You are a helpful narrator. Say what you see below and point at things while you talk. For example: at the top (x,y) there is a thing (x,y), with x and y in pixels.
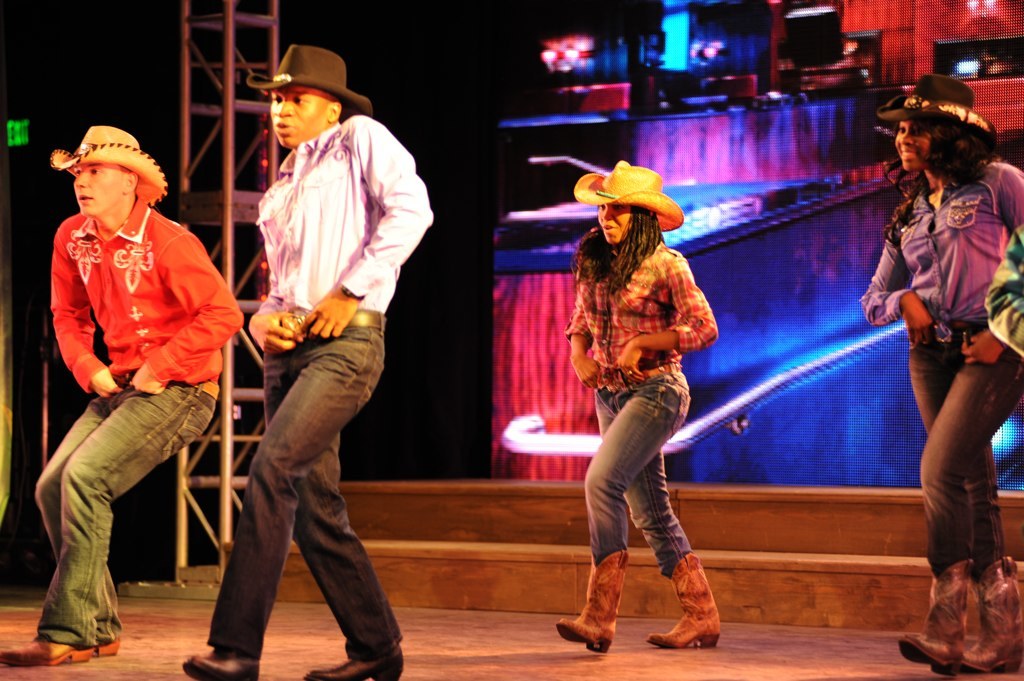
In the center of the image (612,415) we can see people (940,337) dancing. In the background (551,426) there is a screen (540,145). On the left (178,537) we can see a pole (182,469).
